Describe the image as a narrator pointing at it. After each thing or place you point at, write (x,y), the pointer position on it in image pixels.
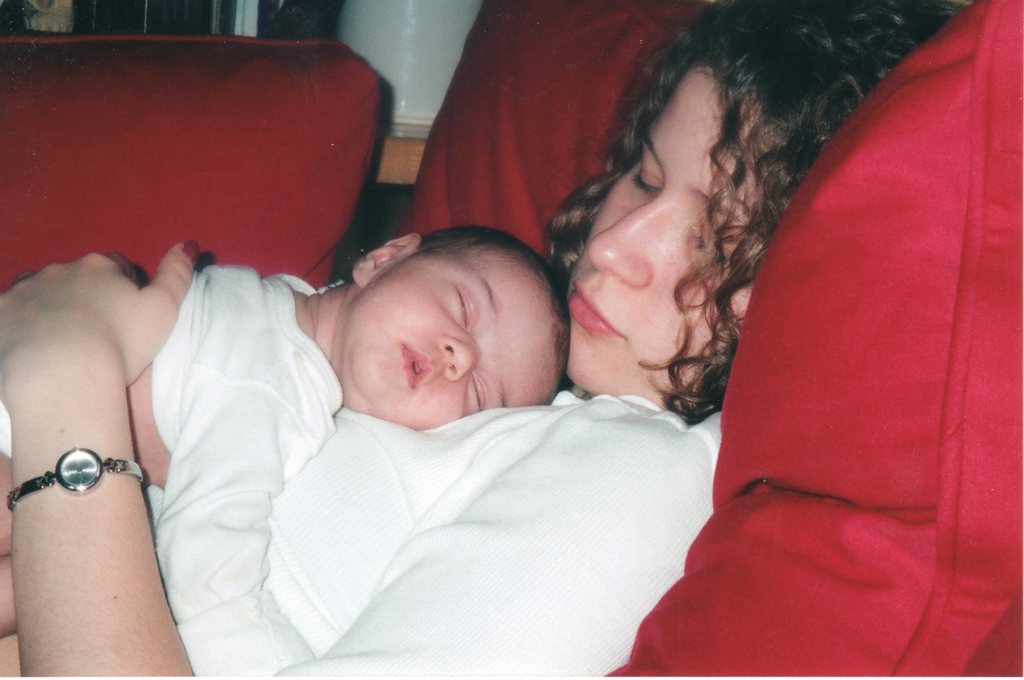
This image consists of a woman (326,566) and a kid (236,485) both are wearing white dresses (290,429). They are sleeping. On the right (961,636), we can see a pillow (975,269) in red color. In the background (377,51), there is a white vase (394,14).
